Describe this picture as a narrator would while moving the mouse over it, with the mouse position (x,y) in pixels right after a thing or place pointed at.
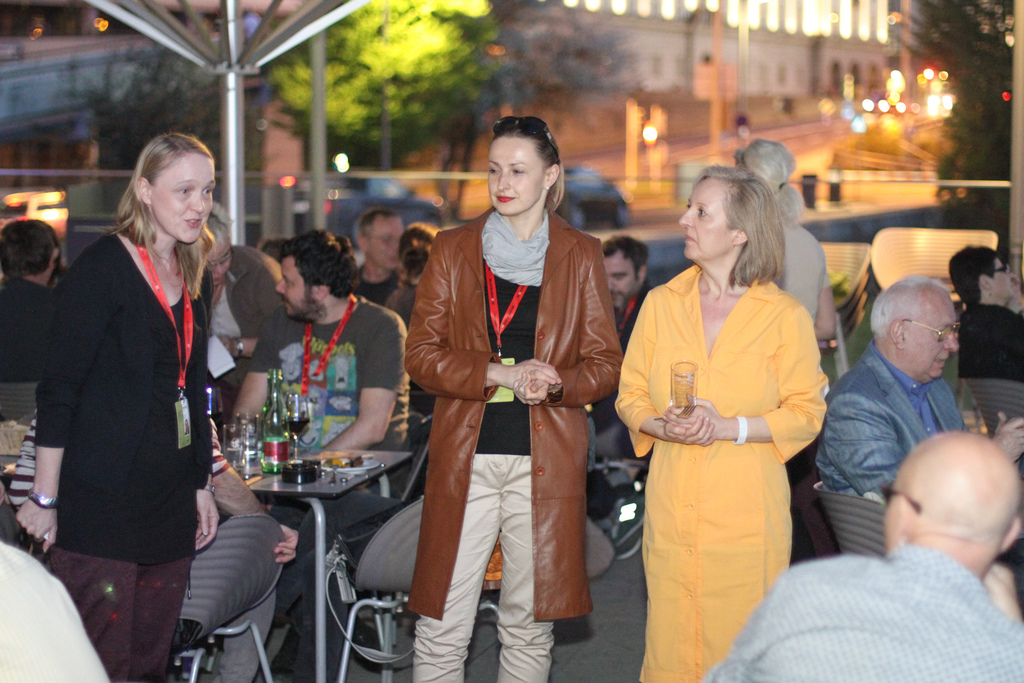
In this picture there is a woman (140,326) with black dress (86,432) is standing and talking and there are three people (727,325) standing and there are group of people (1006,378) sitting on the chairs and there are glasses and bottles (276,473) on the table (334,458). At the back (818,36) there is a building (802,33) and there are trees (419,139) and poles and there are vehicles (583,194) on the road (736,129).
